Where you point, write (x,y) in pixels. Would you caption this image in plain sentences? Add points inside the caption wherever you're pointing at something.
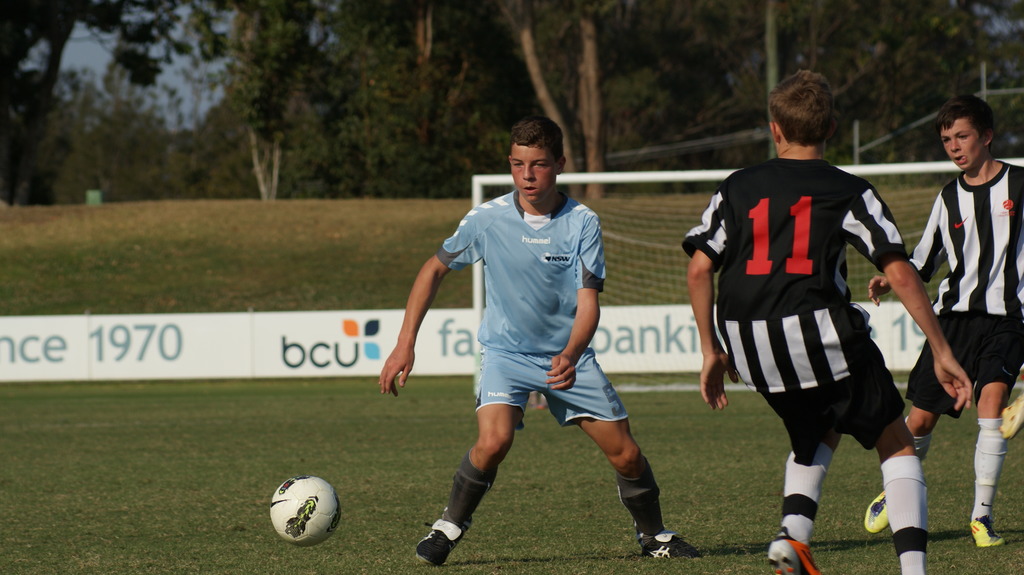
In this image I can see people (810,465) playing football. There is a goal post (878,315) behind them. There is grass (306,245) and trees (95,118) at the back (363,247).
